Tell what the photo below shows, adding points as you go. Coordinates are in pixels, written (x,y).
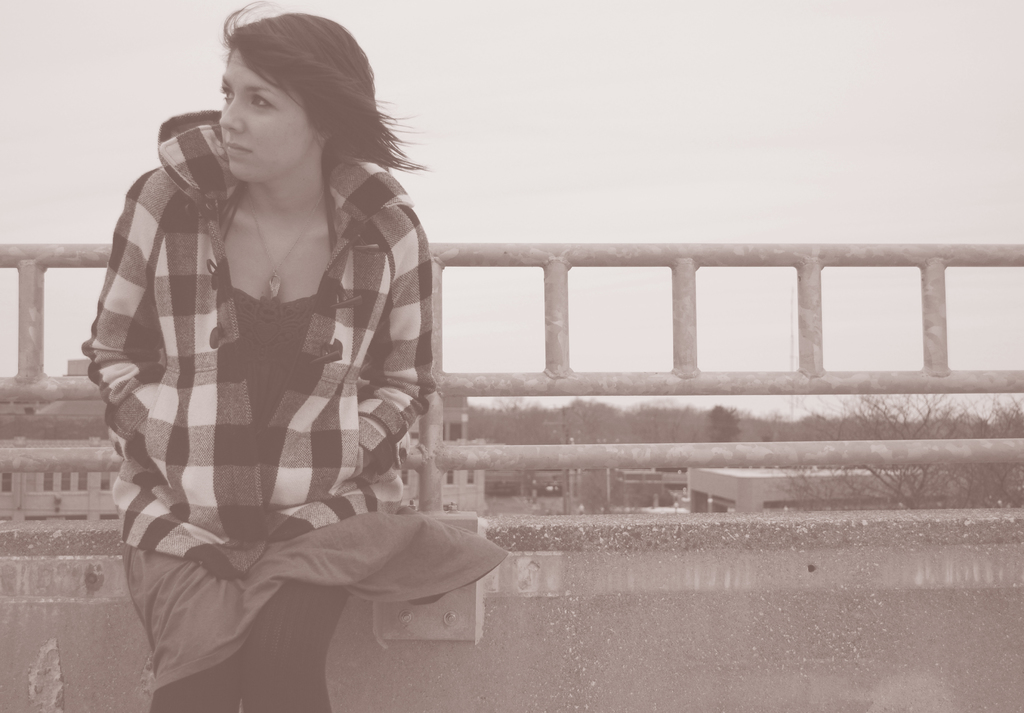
Here in this picture we can see a woman (246,289) standing over a place and behind her we can see a railing (487,453) present and in the far we can see buildings (59,423) and trees (581,430) and plants (581,430) present all over there.
